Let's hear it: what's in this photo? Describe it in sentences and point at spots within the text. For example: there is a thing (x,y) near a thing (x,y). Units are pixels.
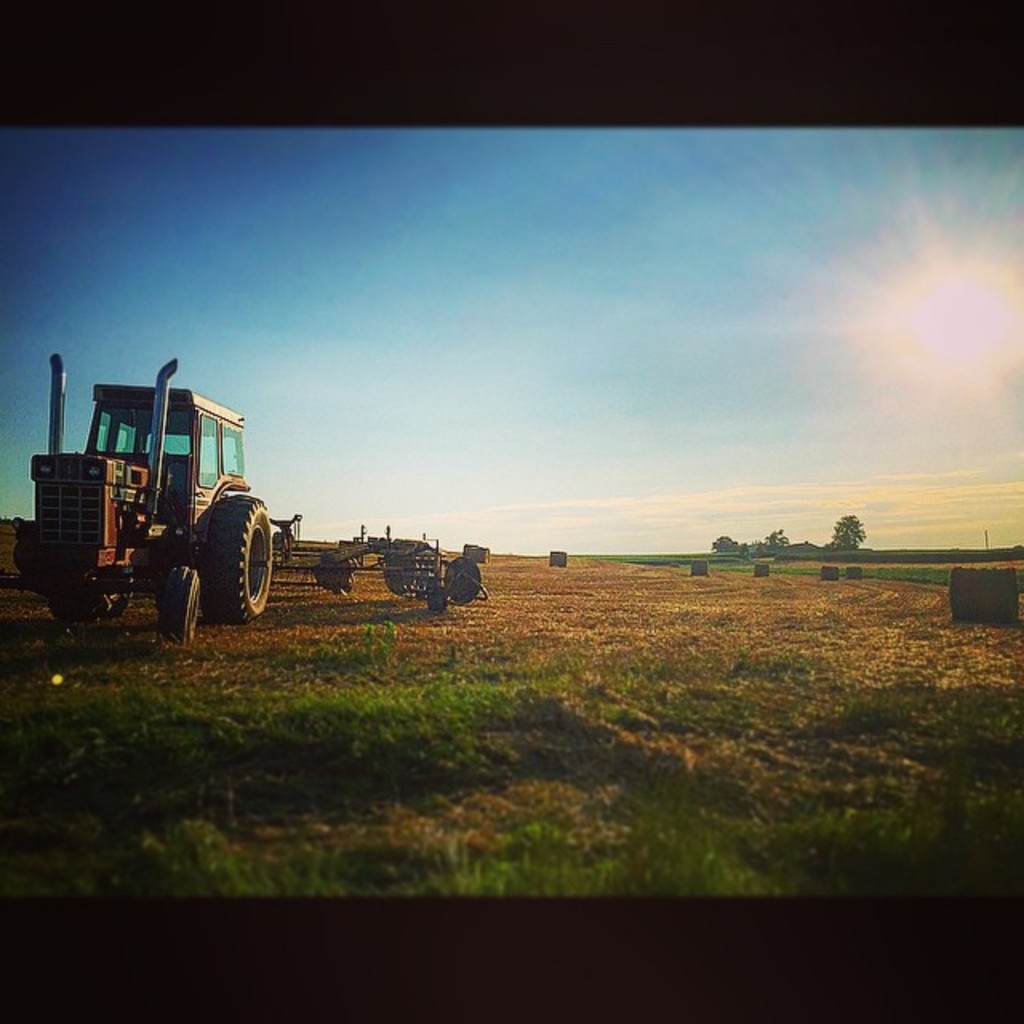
In this image I can see on the left side (117,418) there is a vehicle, at the bottom (454,753) there is the grass (580,792). On the right side (730,547) there are trees (837,536), at the top (752,325) there is the sky (632,306).
